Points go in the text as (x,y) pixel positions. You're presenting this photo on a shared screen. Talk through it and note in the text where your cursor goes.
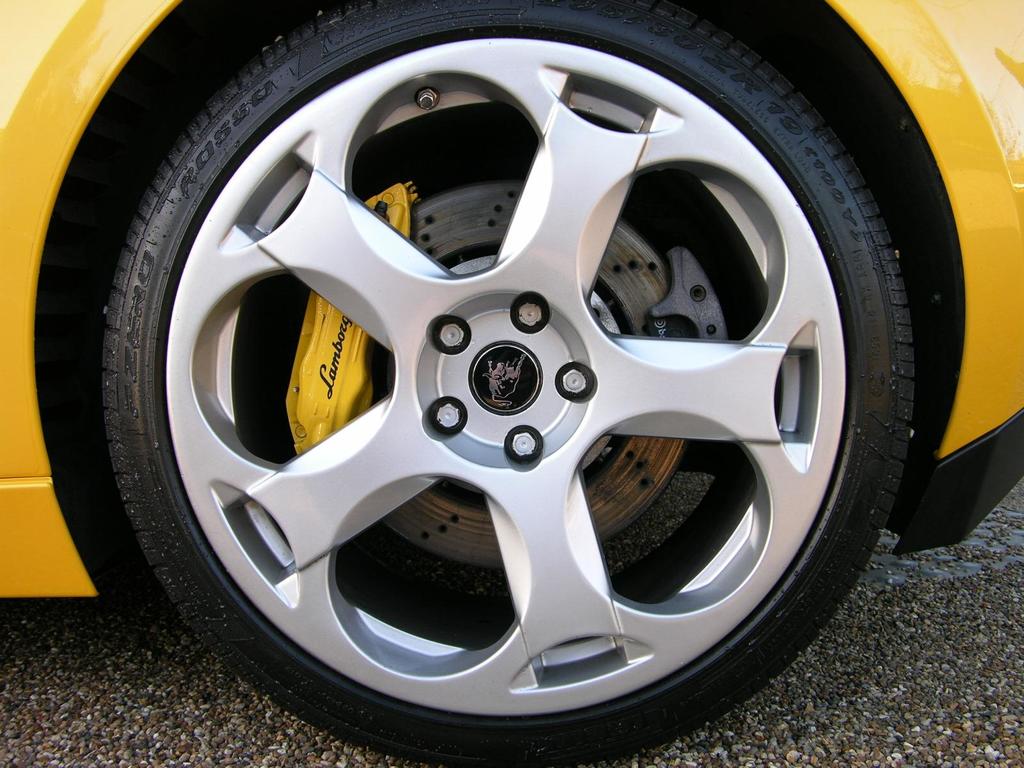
In the image there is a yellow color car (551,29) with black tire (138,520). The car (321,504) is on the road (388,759).
